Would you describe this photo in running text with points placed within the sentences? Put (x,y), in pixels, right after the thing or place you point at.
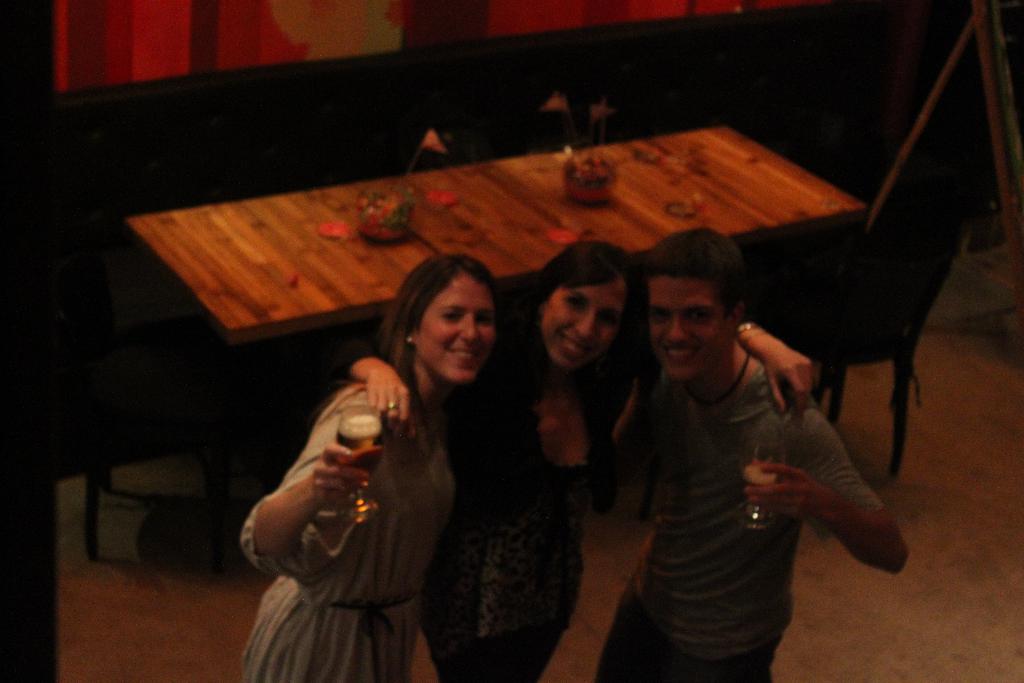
In this image i can see two woman (496,456) and a man (729,429) standing and smiling at left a women (420,439) is holding a glass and at right (777,496) the man (710,417) is holding a glass (755,469) women (415,566) ash color dress (399,564) and the middle women (550,499) wearing black dress (531,499) at the right (688,564) man (719,582) wearing ash t-shirt (720,583), at the back ground (713,223) i can see a table (656,220), there are two bowls (407,220) on the table (552,172) and a flag (571,127) at left (221,431) and right there are two chairs (893,253) i can see a black back ground (346,102).
